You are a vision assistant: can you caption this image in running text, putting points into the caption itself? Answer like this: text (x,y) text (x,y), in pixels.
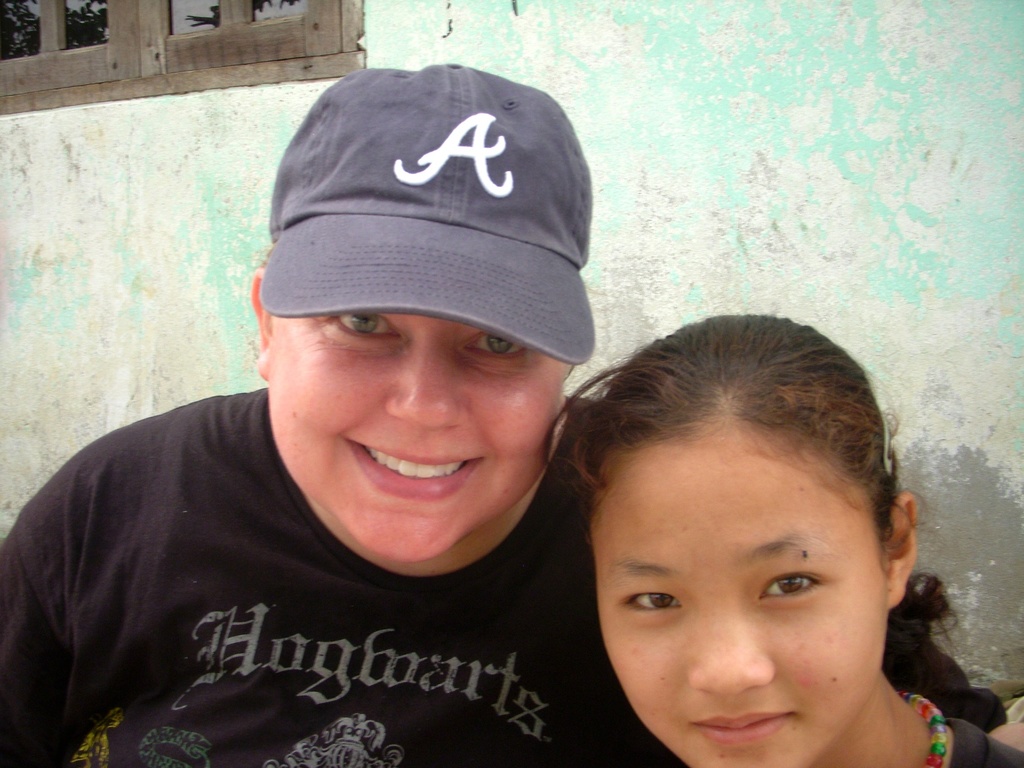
In this picture we can see two persons (723,603) in the front (671,590), in the background (667,161) there is a wall (599,94), we can see a window (129,64) at the left top (89,37), a person (440,557) on the left side (282,255) wore a cap (439,263).
